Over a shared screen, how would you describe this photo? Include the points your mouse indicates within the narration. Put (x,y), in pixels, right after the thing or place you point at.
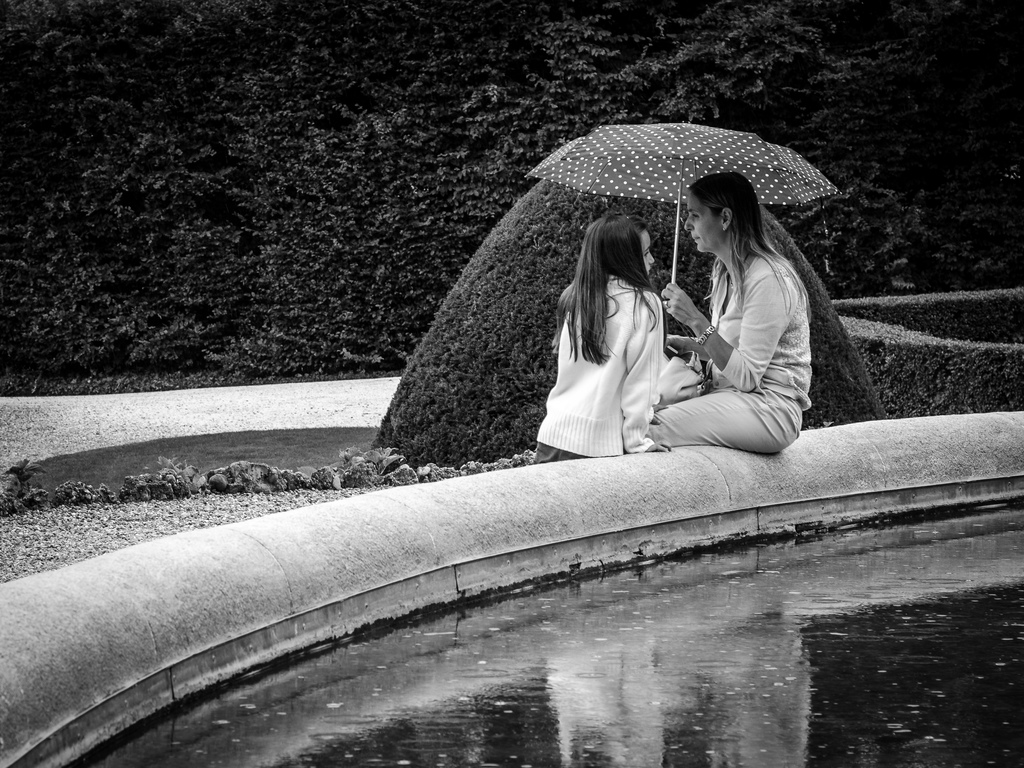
In this picture we can see two women (548,454), one woman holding an umbrella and in the background (486,433) we can see trees (407,406).
